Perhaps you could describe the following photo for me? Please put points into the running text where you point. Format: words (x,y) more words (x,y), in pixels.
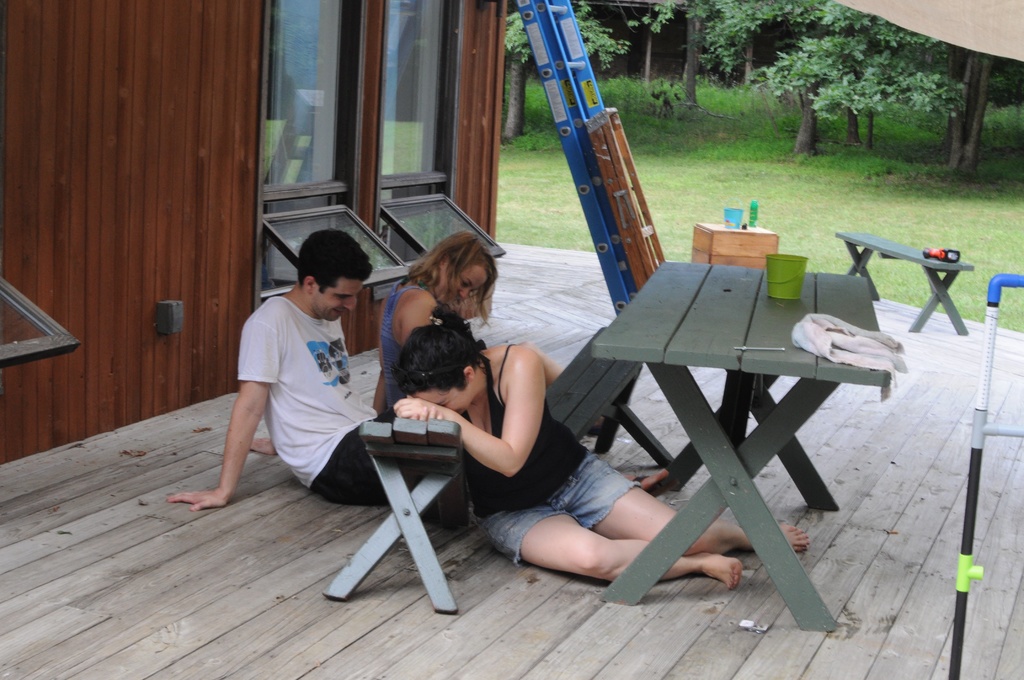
In this image I see a man (322,281) and 2 women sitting on the floor (607,315) and there is a table (667,310) in front (738,298) and there is a glass (801,270) and cloth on it. In the background (725,186) I see the grass (680,143) and the trees (607,41).
